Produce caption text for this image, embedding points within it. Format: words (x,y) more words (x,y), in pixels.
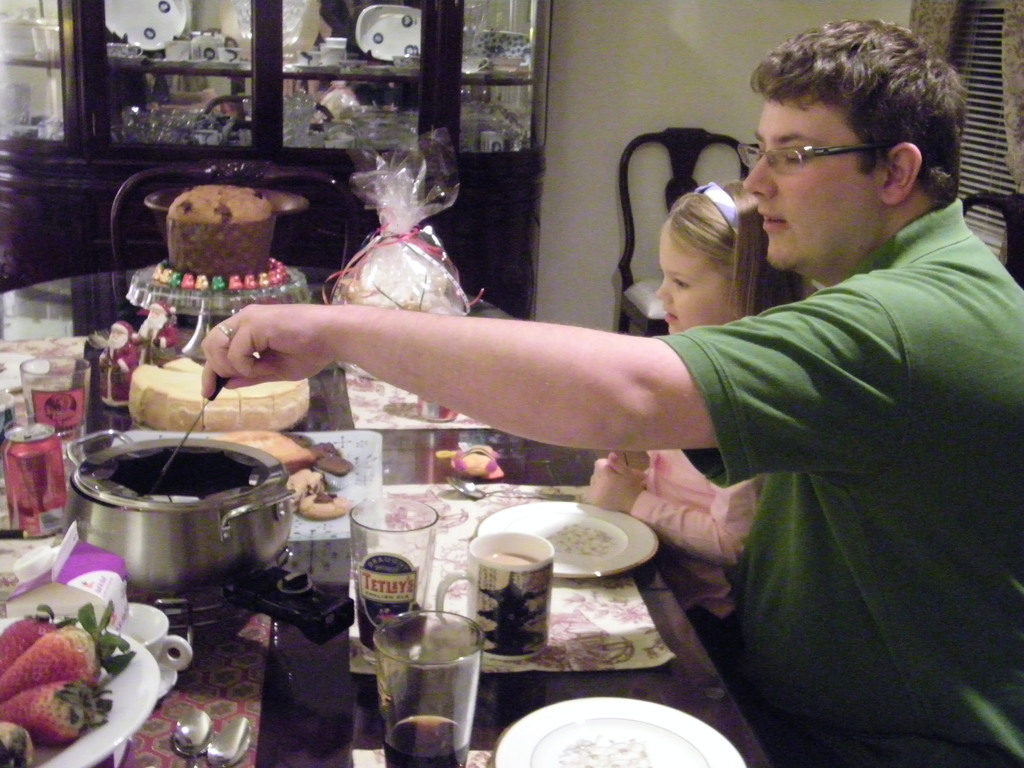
In this image we can see a man (830,564) and child (731,525) sitting on the chairs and a table (438,389) is placed in front of them. On the table (468,559) we can see fruits (128,657) placed in the plates (159,691), glass tumblers (382,635), beverage tins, cake (227,251) placed on the cake table (236,294), wrapped gifts (391,223), cutlery (205,735) and a vessel (159,516). In the background (185,56) we can see chairs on the floor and a cupboard (260,66) with cutlery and crockery (497,59) inside it.
